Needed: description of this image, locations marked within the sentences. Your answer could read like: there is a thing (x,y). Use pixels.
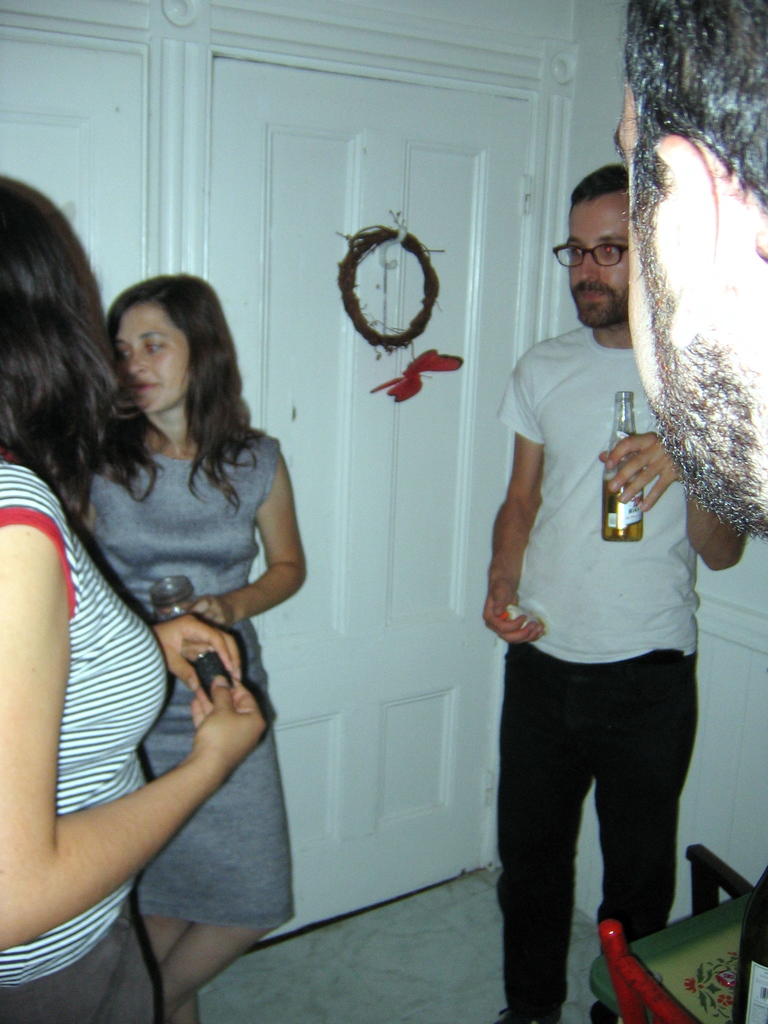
Two girls (159,704) are standing carrying bottle (176,589), a man (588,719) standing carrying bottle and in the background (426,597) there is a door (404,653), here there is chair (630,989).
